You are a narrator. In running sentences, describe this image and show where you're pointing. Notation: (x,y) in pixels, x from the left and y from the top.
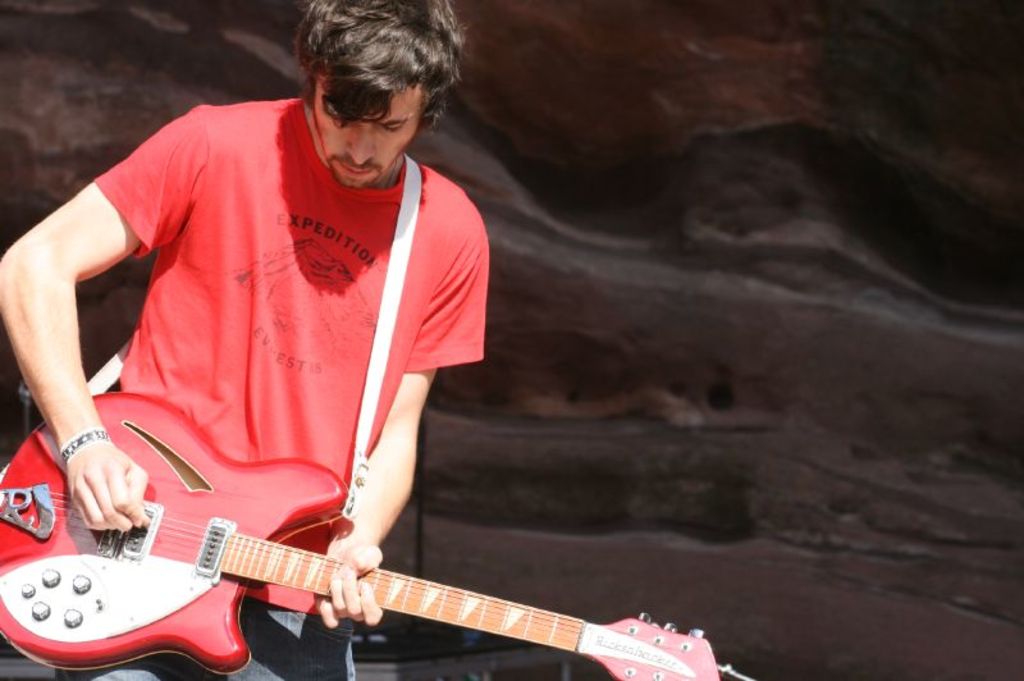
On the left side of the image (249,310) a man (262,299) is standing and he is holding a guitar (219,568) in his hands (102,519). He is playing a music with guitar (216,548). In this image the background (88,40) is black in color.
